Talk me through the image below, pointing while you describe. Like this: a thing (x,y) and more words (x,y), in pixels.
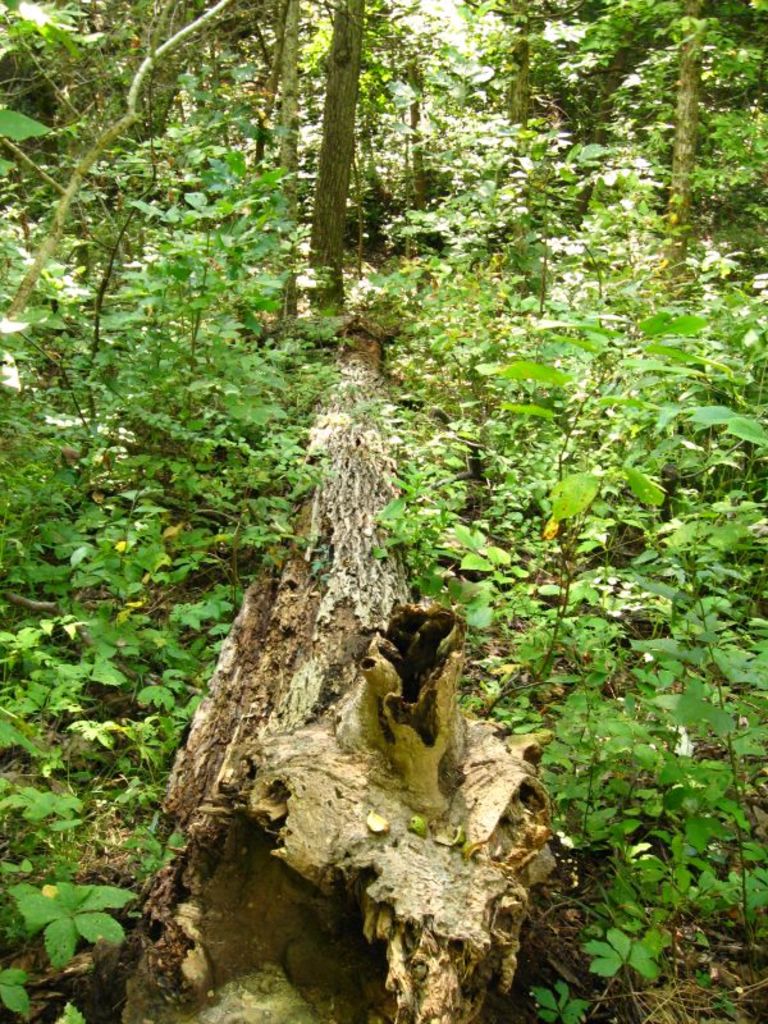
In this image I can see in the middle (329,539) there is a log (319,773) and there are trees (231,143) in green color.
